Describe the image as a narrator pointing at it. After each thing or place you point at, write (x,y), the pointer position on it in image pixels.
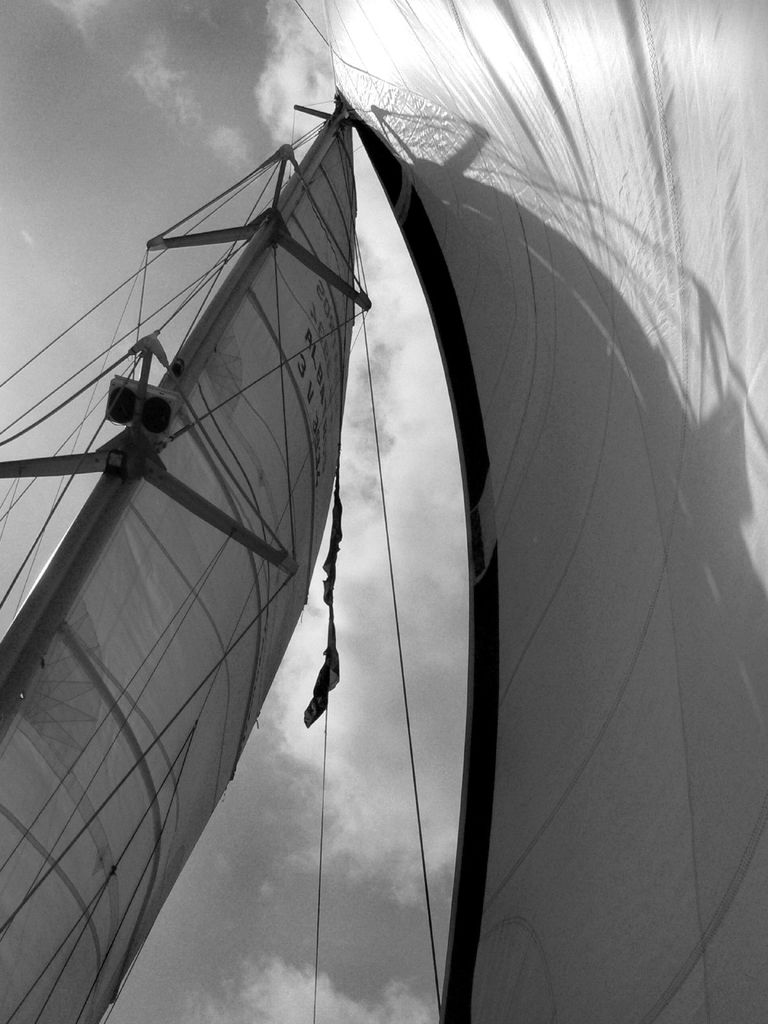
This picture is in black and white. In this picture, we see a sailboat (319,517). In the background (196,223), we see the sky (381,433) and the clouds (390,451).
